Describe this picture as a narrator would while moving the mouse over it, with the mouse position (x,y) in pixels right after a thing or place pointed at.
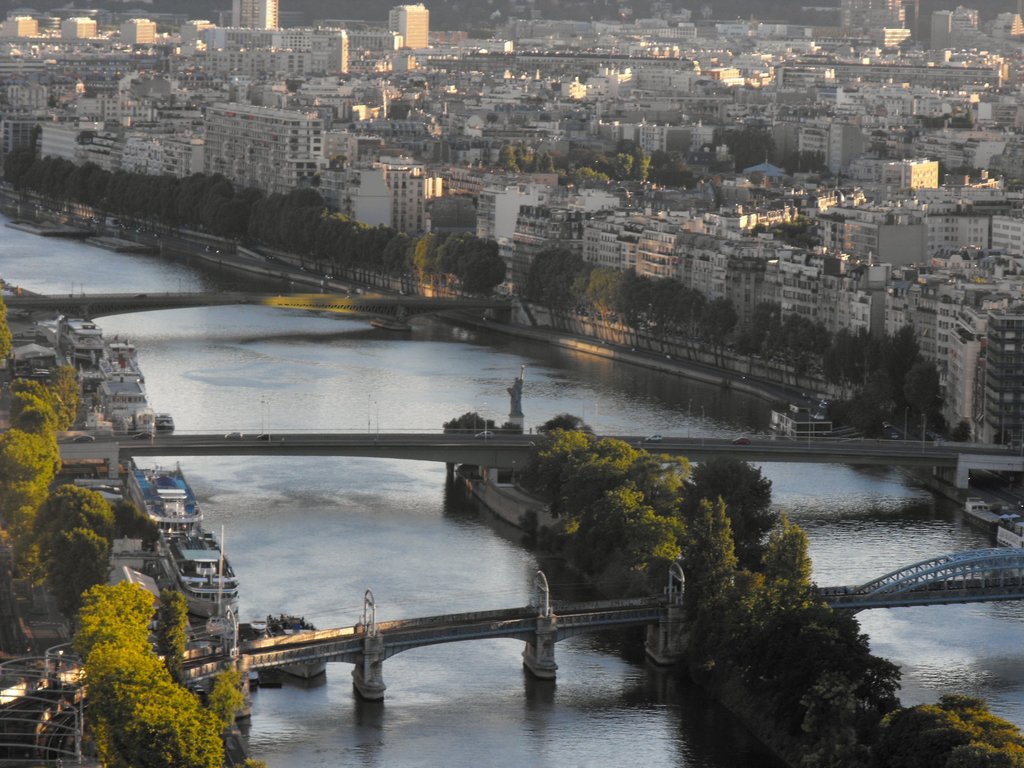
Here in this picture at the top (223,91) we can see buildings (232,102) present all over there and we can see trees (605,270) and plants (409,246) present here and there and in the front (480,609) we can see bridges (899,443) present over there and we can see boats (146,478) present in the river (209,483), as we can see water (209,483) present all over there.
